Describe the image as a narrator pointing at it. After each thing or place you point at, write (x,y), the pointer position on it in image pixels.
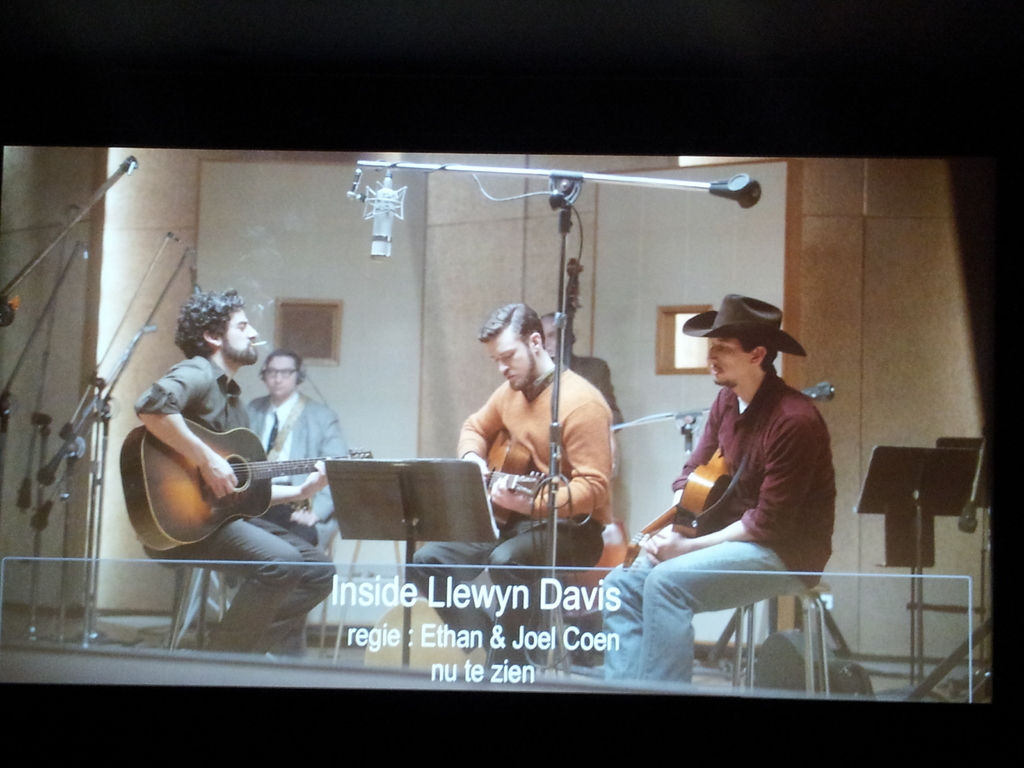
In this image we can see this people (604,511) playing guitar (221,513) and this person (205,355) is smoking. There is a mic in front of them. In the background (367,383) we can see a person (308,426) sitting and wall (387,340). There are subtitles (451,597) on the bottom of the image (437,595).
